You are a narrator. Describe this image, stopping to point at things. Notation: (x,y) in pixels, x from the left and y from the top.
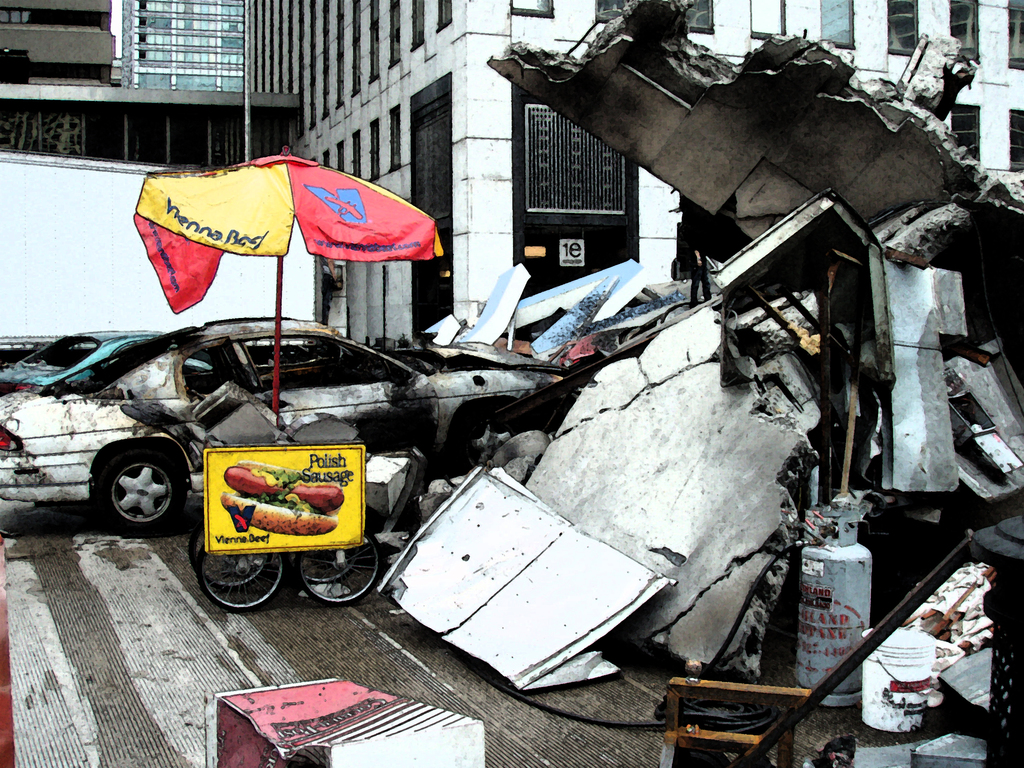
In this image I can see number of damaged things (755,414) on the ground (396,681). On the left side of the image (298,412) I can see two damaged cars (172,409), a yellow colour board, few wheels (124,521), an umbrella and on the board (251,481) I can see something is written. In the background (438,105) I can see few buildings (319,79) and on the bottom right side of the image (870,663) I can see a white colour bucket (909,662).
